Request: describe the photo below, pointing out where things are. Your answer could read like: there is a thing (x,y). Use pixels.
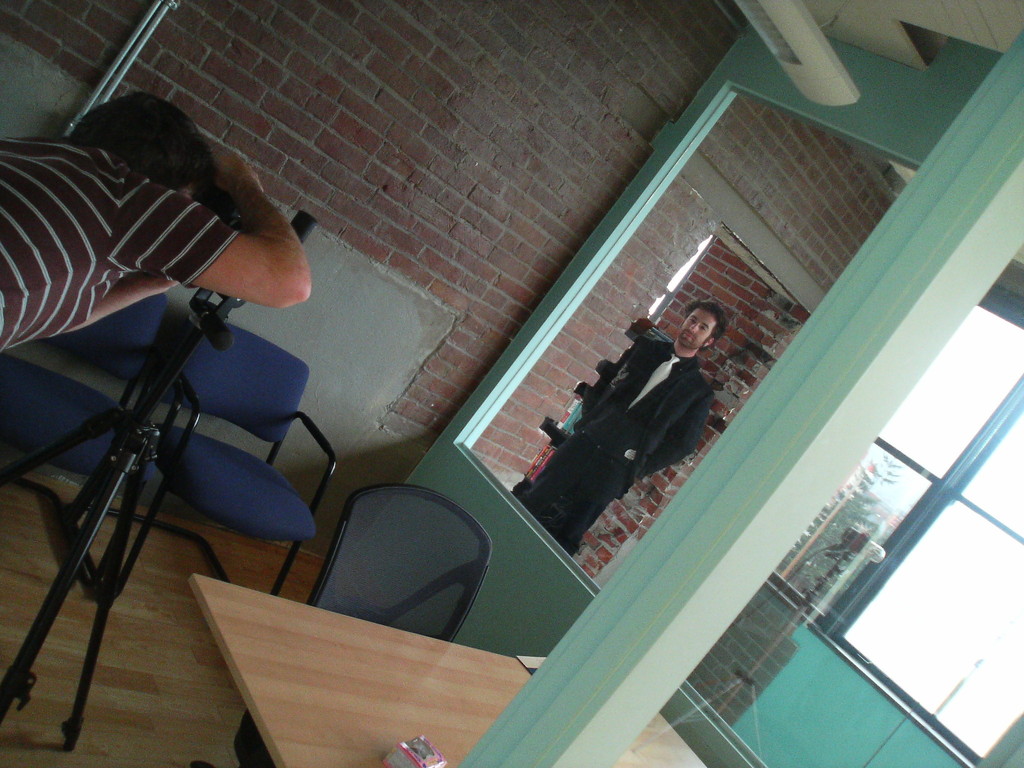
In this image we can see a man (248,291) holding a camera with a stand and a person (534,496) standing in front of him. We can also see some chairs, objects (401,746) placed on a table (411,654), a pole (556,747), wall (464,285) and a ceiling light (800,47) to a roof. On the right side (896,489) we can see a tree (792,562), window (790,559) and a stand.
